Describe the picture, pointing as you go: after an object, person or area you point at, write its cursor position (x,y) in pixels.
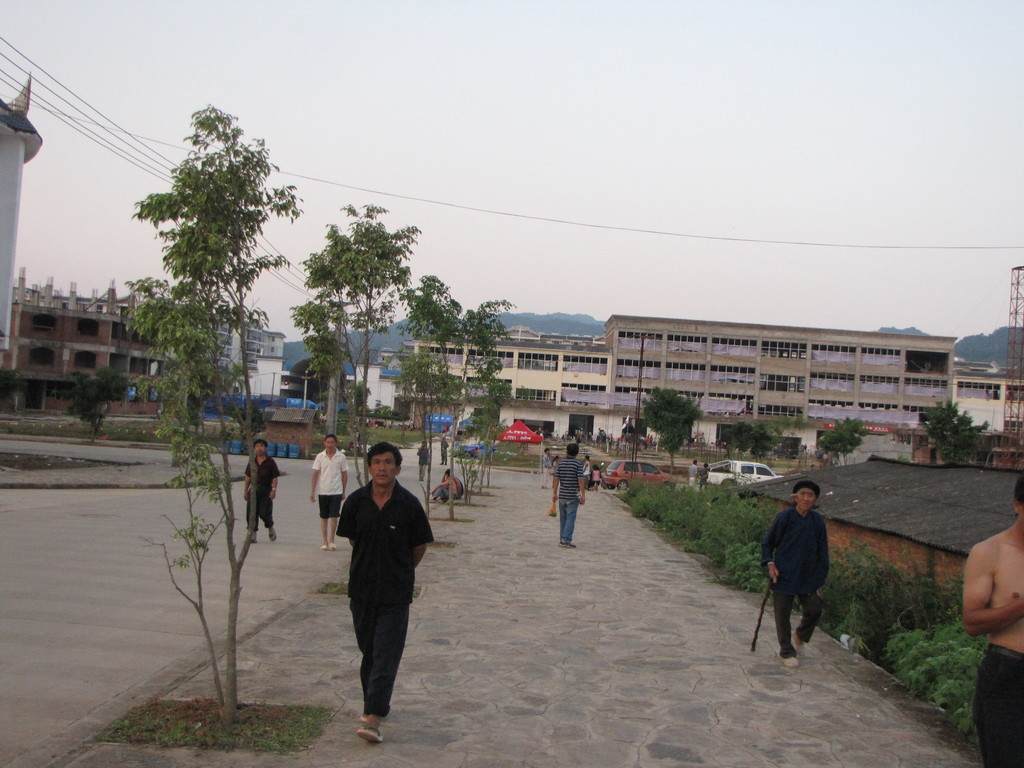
In this picture there are group of people (572,499) walking and there are two persons (454,493) sitting. There are buildings (972,475), trees (192,450), tents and there is a vehicle (711,479) on the road (462,507) and there are poles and there is a mountain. At the top (406,94) there is sky (540,107). At the bottom (125,596) there is a road (168,541) and there are plants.
